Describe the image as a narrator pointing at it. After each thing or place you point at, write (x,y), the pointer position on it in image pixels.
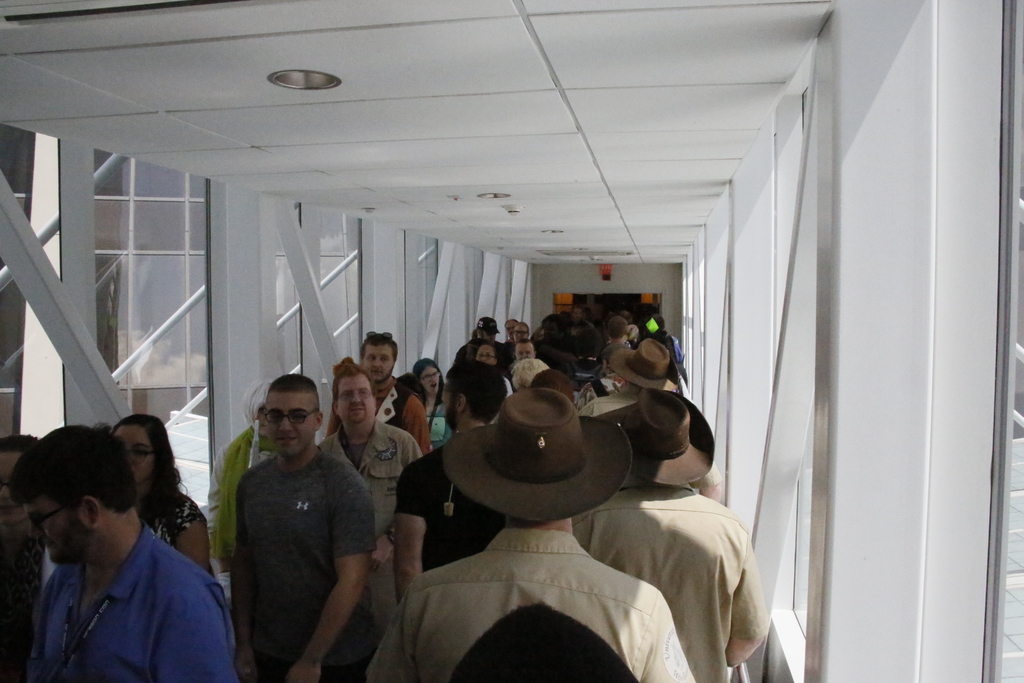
In this image we can see group of persons (470,460) are walking, here is the glass (150,262), at above here is the light (295,83), here is the roof (712,141).
